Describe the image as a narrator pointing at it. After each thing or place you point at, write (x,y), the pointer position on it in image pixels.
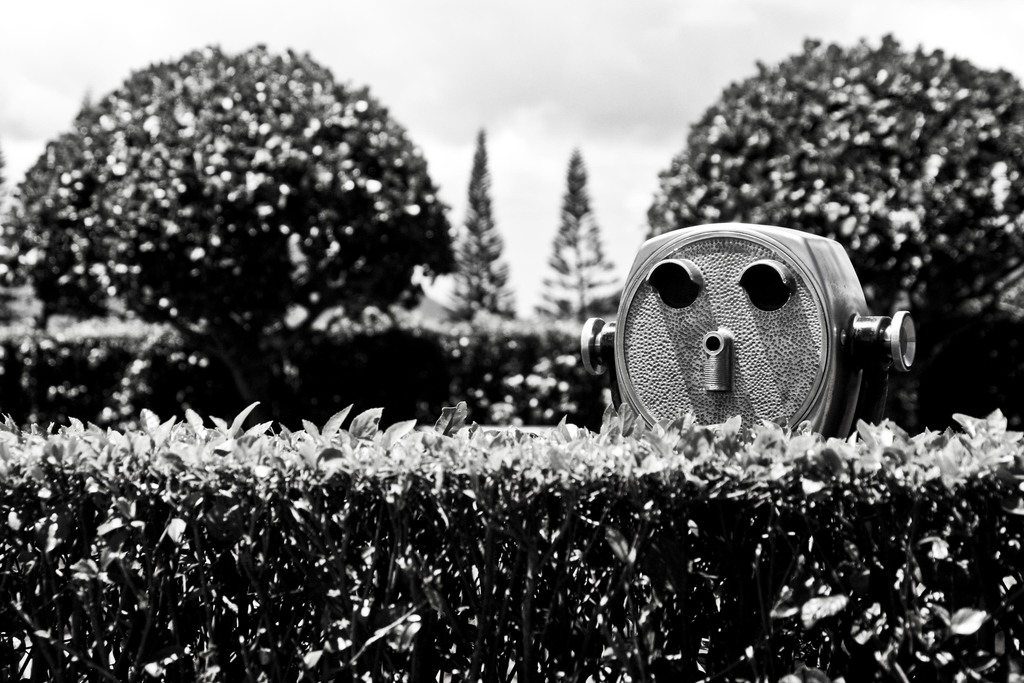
This is a black and white image and here we can see trees (480,230), plants (568,328) and there is an object (637,322).
